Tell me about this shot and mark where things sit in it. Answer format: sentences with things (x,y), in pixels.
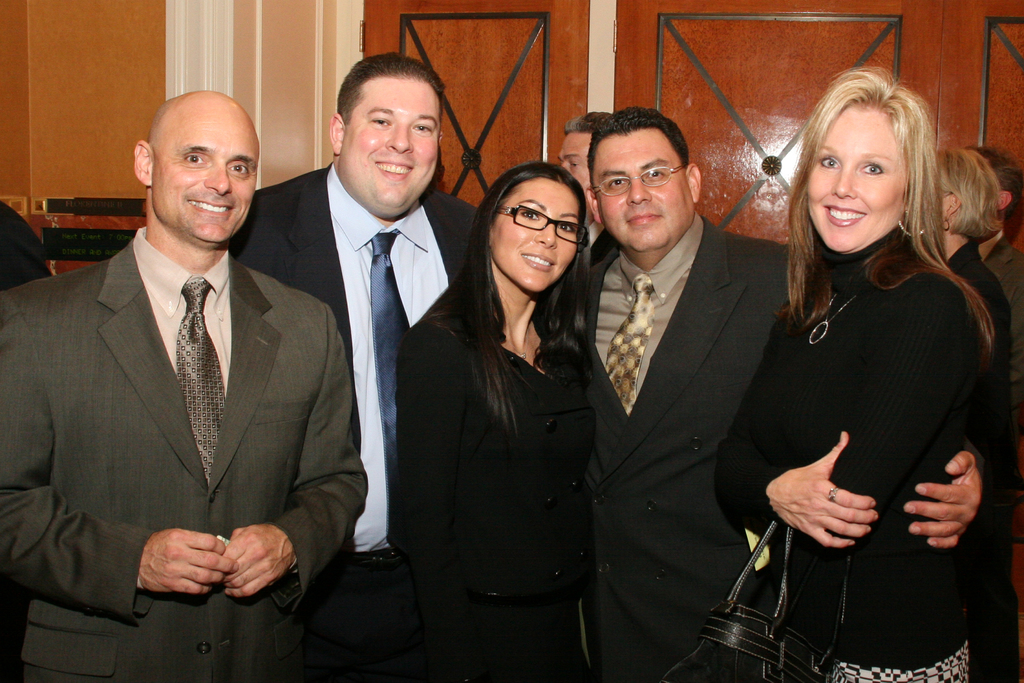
In this image I can see group of people (693,387) standing. In front (556,478) the person (576,469) is wearing black color dress (578,468). In the background (488,26) I can see few doors (660,40) in brown color.
